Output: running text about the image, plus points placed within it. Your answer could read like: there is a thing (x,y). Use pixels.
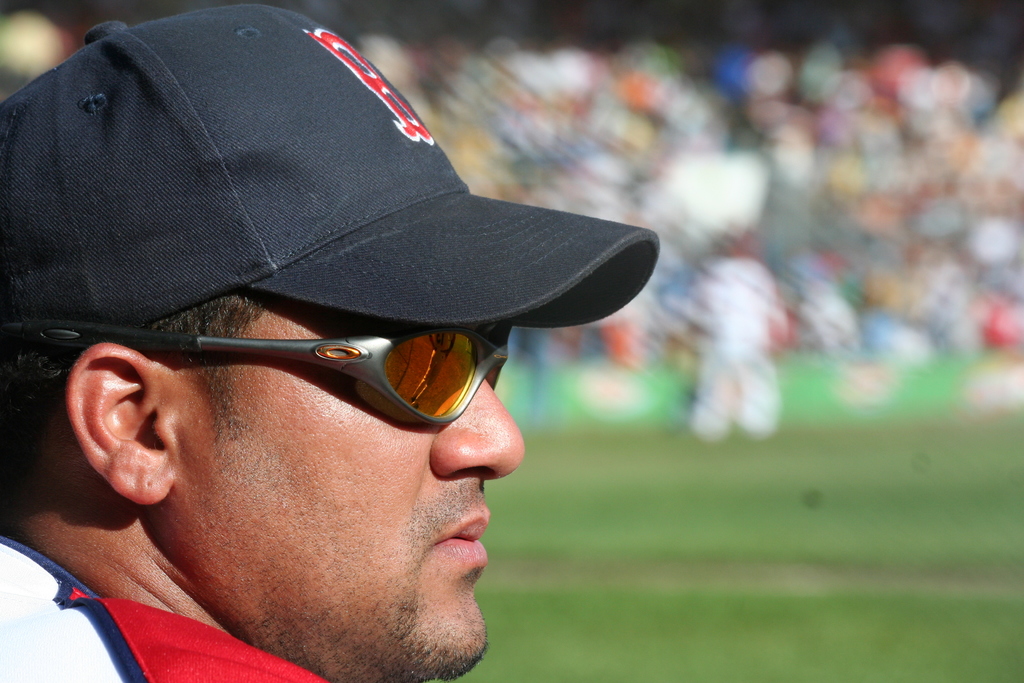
In this picture there is a man (395,317) who is wearing cap (237,239), goggle (352,356) and t-shirt (184,674). In the background (617,389) we can see stadium (648,131), on which we can see the audience (840,263). At the bottom (745,601) there is a grass (703,560).
